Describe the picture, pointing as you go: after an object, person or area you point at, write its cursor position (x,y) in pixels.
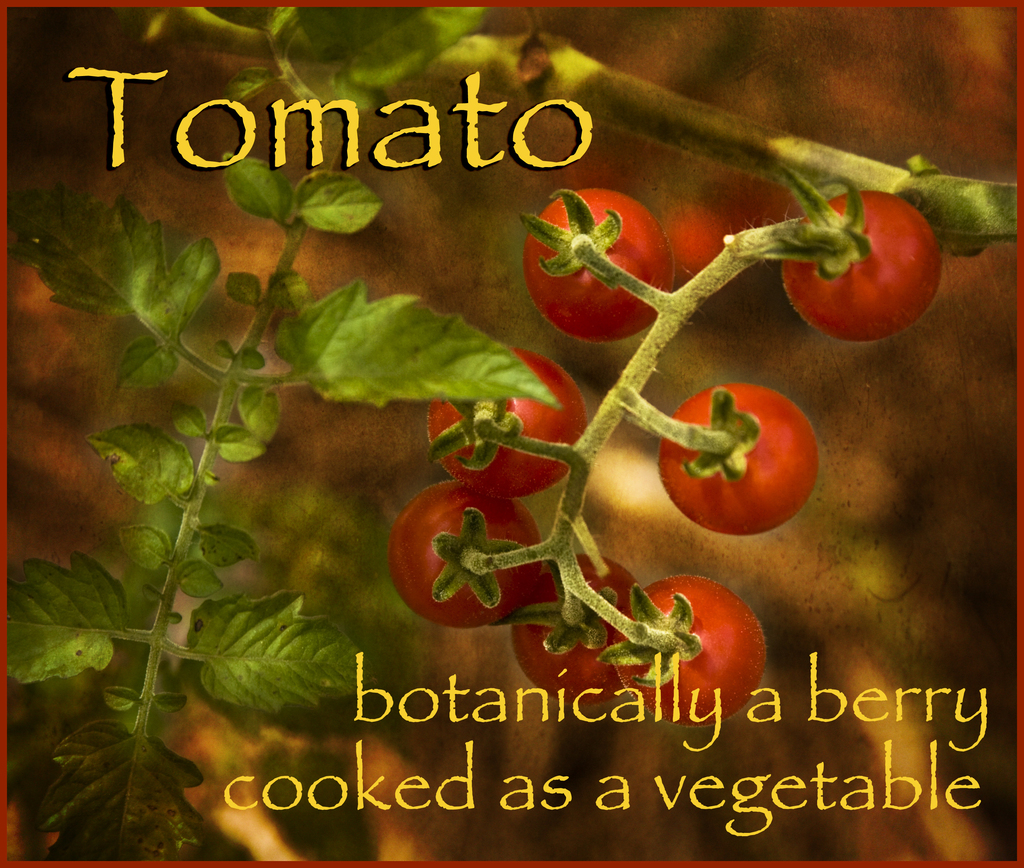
In the image we can see a poster (568,109), in the poster (407,67) we can see some plants (513,416) and tomatoes (534,358) and we can see some alphabets (229,162).
